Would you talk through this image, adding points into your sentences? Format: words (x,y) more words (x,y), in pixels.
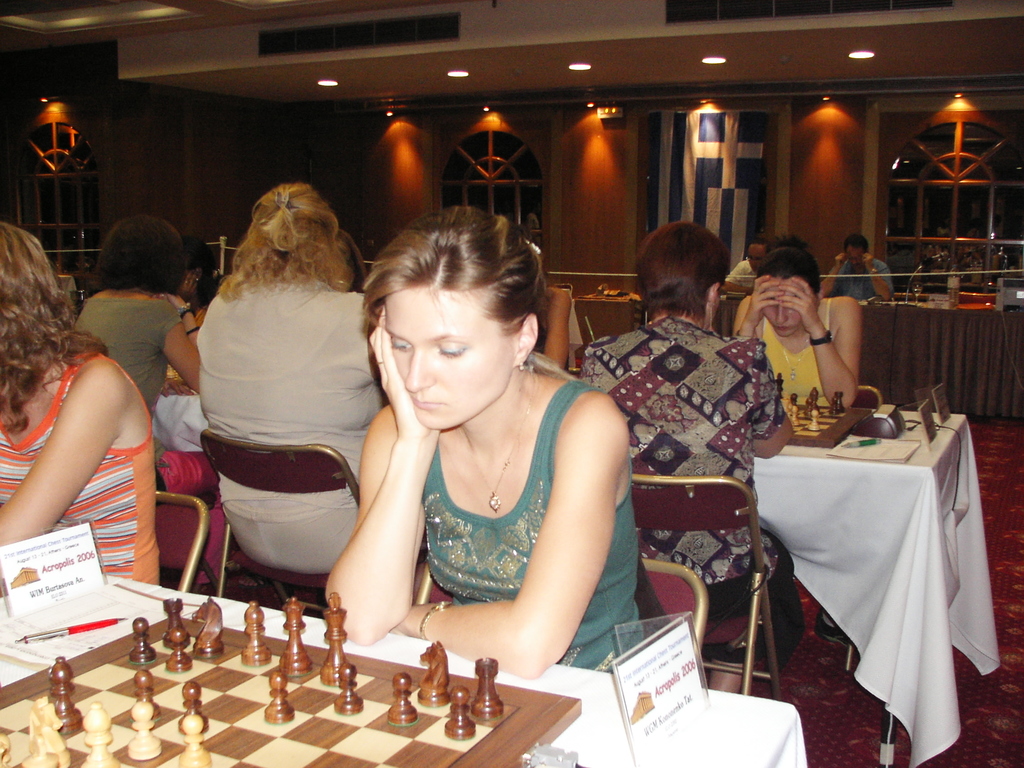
In the image we can see few persons (9,302) were sitting on the chair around the table (144,726). On table (395,648) there is a chess board (365,738), pen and paper (131,600). In the background (350,162) we can see wall (782,221), door (967,227), light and few more persons (792,362) were sitting on the chair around the table (976,499).
